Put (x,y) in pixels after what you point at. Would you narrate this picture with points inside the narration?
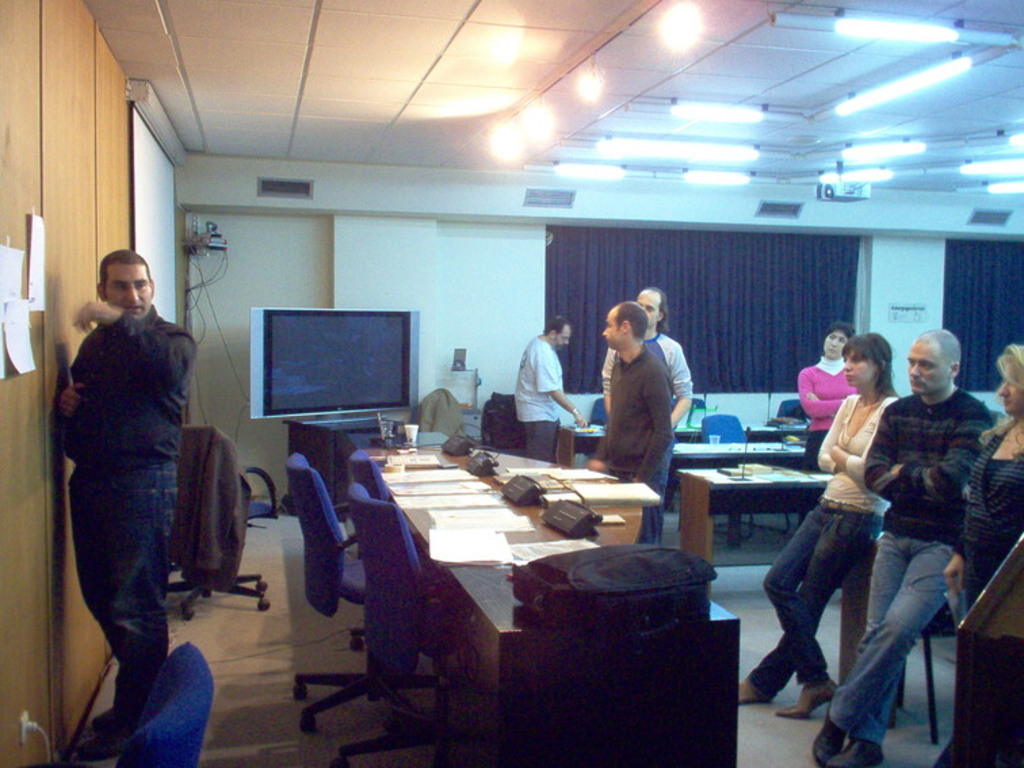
In this room (495,663) we have some chairs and desk (512,541) on which we have some papers (478,496) and we have a screen (351,316) and a projector (838,198). There are a group of people (940,496) who are leaning on the desk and a guy (118,255) who is facing to the wall (32,653) side.
